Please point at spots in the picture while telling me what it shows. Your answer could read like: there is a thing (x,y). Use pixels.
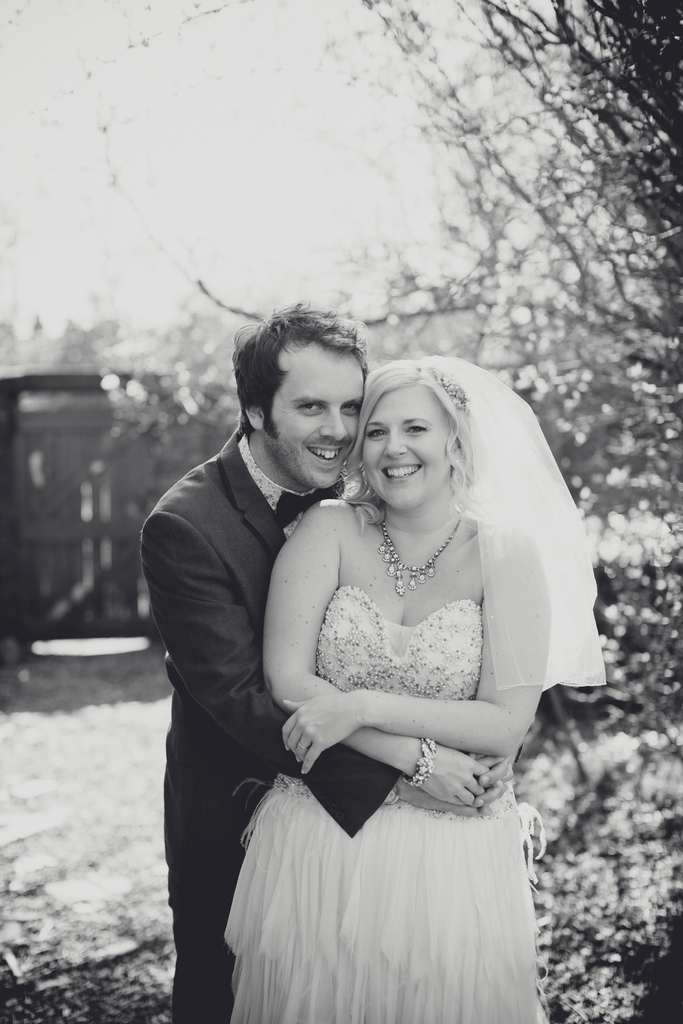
In this picture we can see a man (205,483) and a woman (497,458) standing and smiling, trees (644,95) and in the background (171,323) we can see the sky (198,298) and it is blurry.
